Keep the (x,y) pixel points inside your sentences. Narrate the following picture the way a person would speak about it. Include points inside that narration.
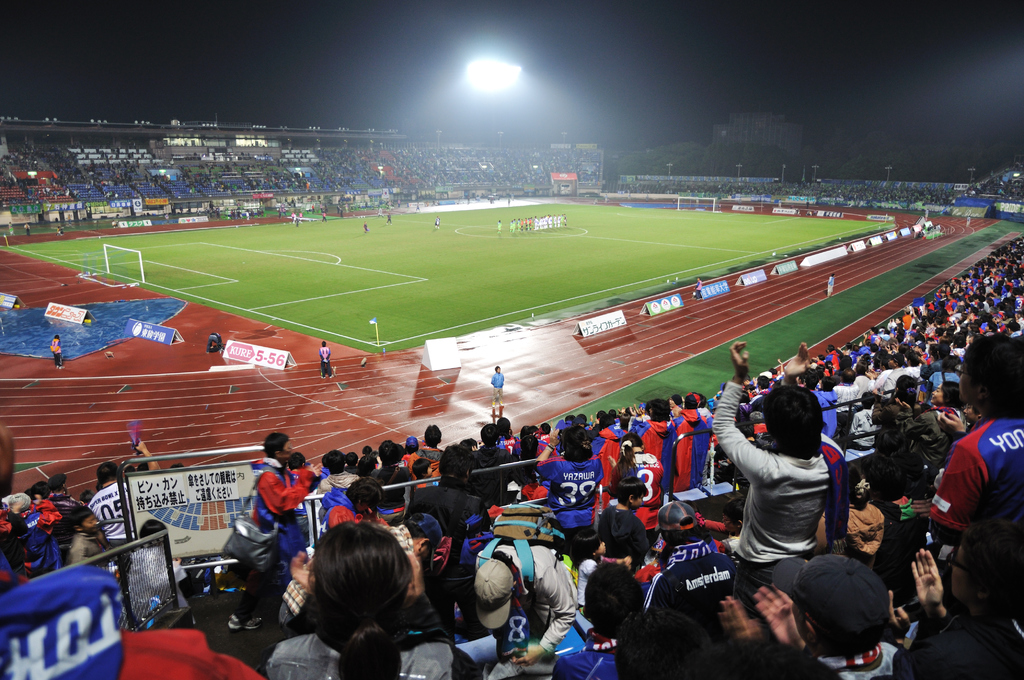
In this image I can see a playground (633,268) and I can see there are few persons (54,356) standing on the playground (553,392) and at the bottom (590,574) there are crowd of people (476,504) visible, at the top (650,126) I can see the light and the sky (708,40), group of people (48,168).
